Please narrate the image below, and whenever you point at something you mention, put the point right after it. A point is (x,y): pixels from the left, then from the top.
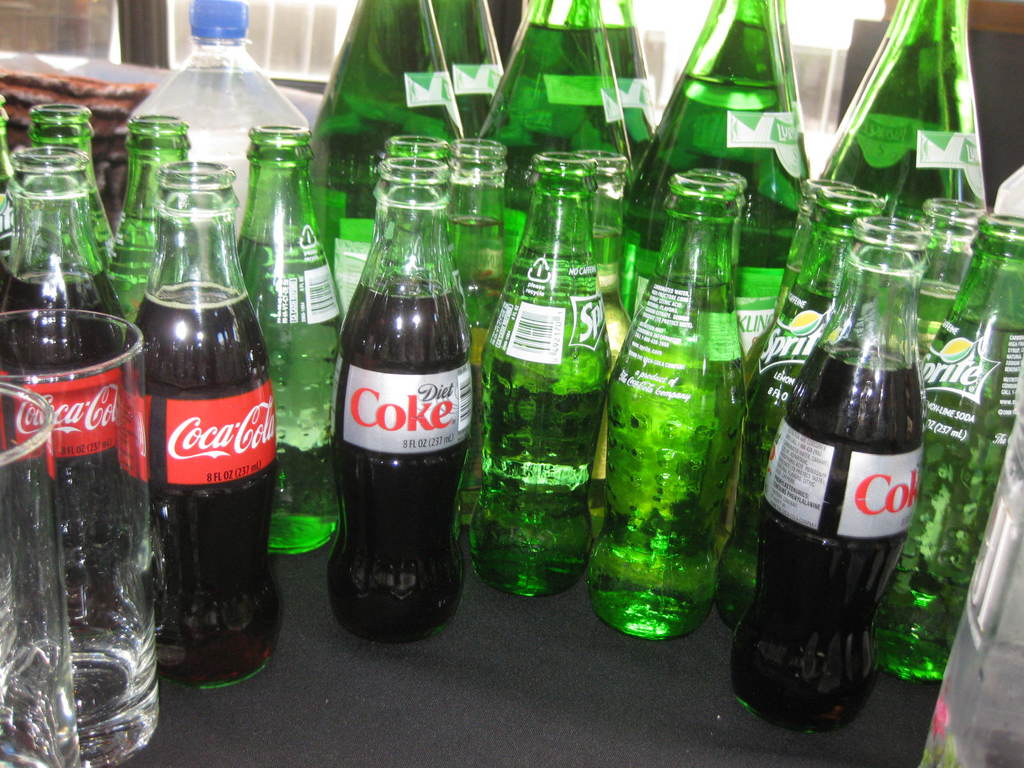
In this picture there are some different kinds of drinks (343,461) and bottles (636,398) were placed on the table (408,656). There are two glasses (123,530) in the left side of the image (39,589).
